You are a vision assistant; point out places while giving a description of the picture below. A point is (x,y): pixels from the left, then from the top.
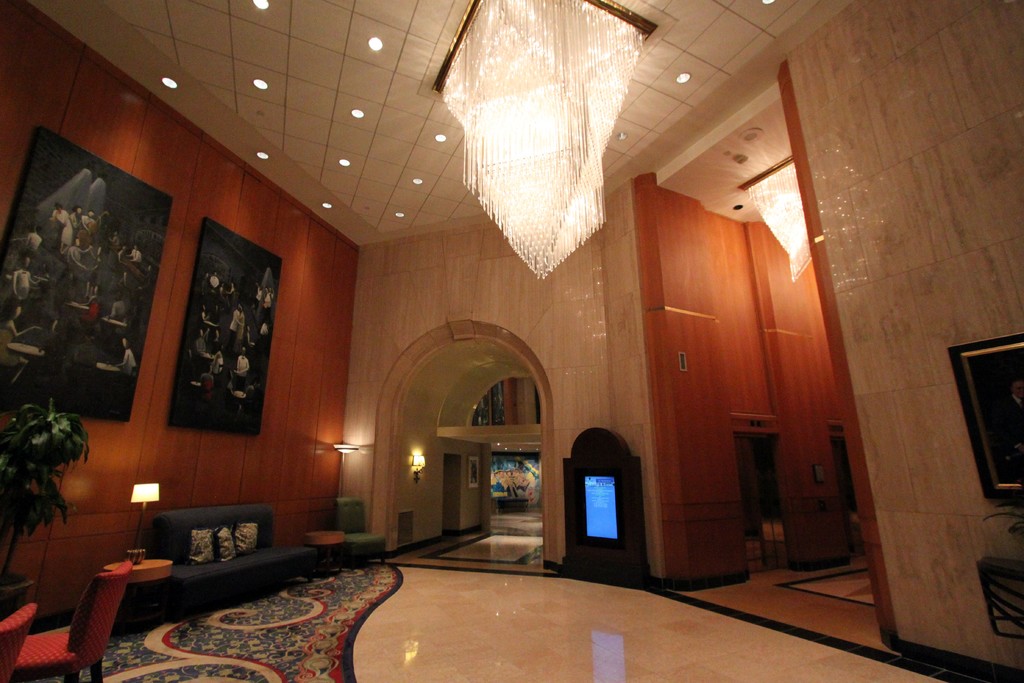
Here we can see an inner view of a lobby (450,384) at the top (520,116) there is chandelier (531,116) at the left side of the walls (410,249) there are couple of portraits (90,331) at the left side (217,570) we can see couch (254,577) with cushions (229,530) on it here at the left side (55,474) there is a plant (62,443) at the left side (110,619) bottom we can see chairs (4,634) and there are number of lights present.
